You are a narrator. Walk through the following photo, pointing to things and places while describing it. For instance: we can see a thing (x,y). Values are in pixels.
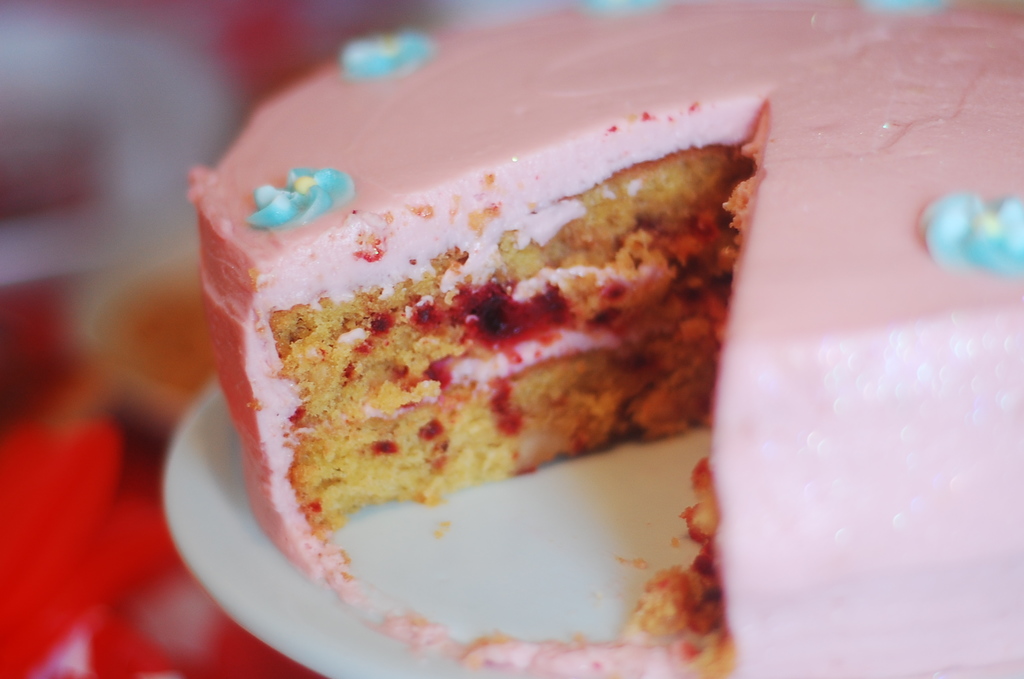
In this image, we can see a cake (666,317) on the white surface (525,559). On the left side (97,269) and top of the image (462,25), there is a blur view.
